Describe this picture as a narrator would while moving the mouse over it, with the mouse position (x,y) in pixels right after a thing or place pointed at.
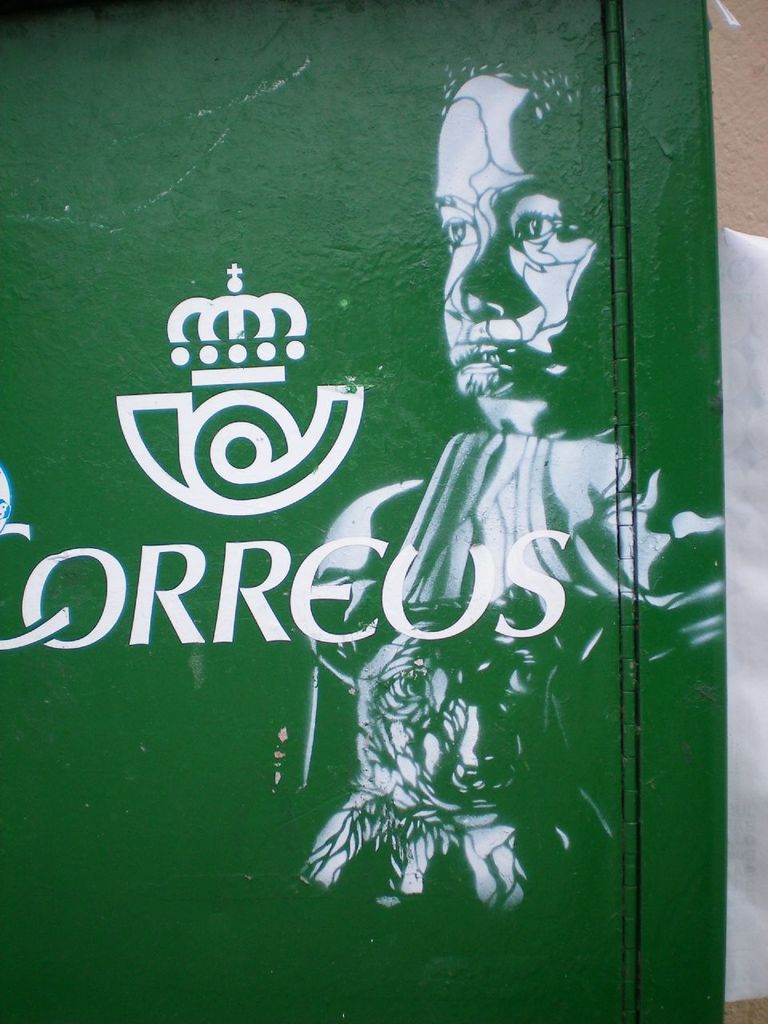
In the picture I can see a painting (410,586) of a person (480,541) and some other thing (477,693). I can also see something written on a green color wall (244,676).
